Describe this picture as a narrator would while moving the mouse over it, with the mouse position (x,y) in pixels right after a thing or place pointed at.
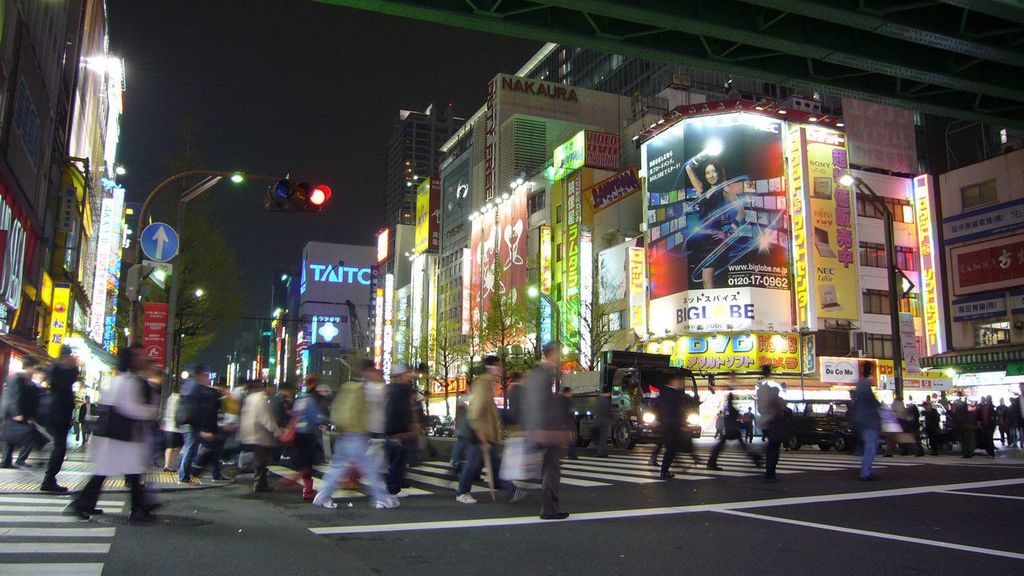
This picture is clicked outside on the road (707,534). In the center (549,379) we can see the group of people (610,428) and vehicles (608,371) seems to be running on the road (842,490). In the background (252,73) we can see a bridge (923,20), buildings (32,301), street light (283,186), poles (144,257), trees (194,243) and the sky (311,86).
